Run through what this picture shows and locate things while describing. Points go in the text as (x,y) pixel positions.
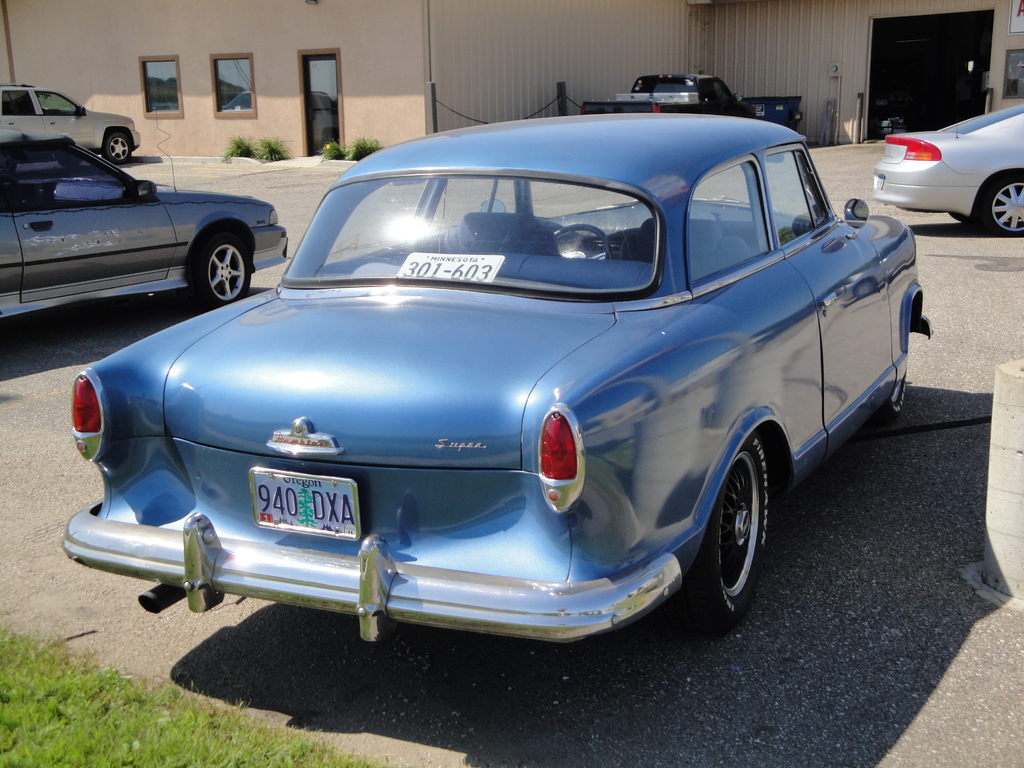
In this image I see the path (36,388) on which there are 5 cars (512,246) and I see a building (315,74) and I see the plants (276,148) over here and I see the green grass (54,734) over here and it is dark over here.
